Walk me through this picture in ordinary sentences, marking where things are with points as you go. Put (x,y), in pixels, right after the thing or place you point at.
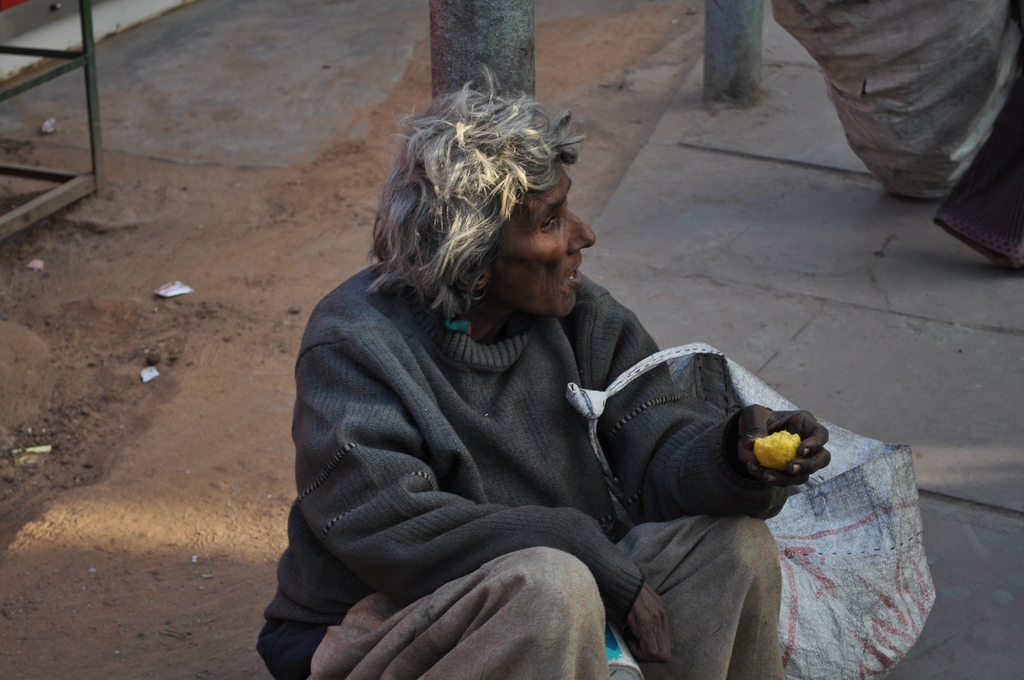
In this image there is a person (568,444) sitting and holding a food item (768,444), and in the background (978,129) there is a bag (978,4), poles (474,7), steel rack (1,229).
